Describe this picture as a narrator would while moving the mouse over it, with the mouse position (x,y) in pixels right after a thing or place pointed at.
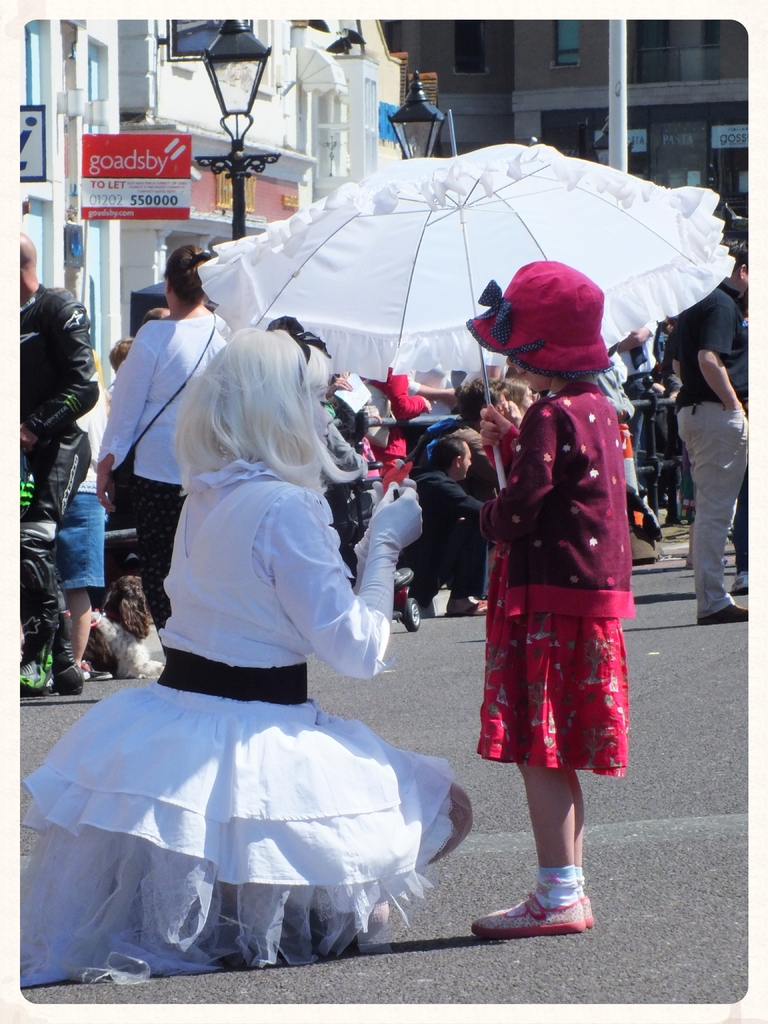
In the foreground of this picture (627,603), there is a girl (596,545) holding an umbrella (475,232) and a woman (208,629) kneel downing on the road (310,966). In the background (187,302), there are persons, poles (242,55) and building (114,91).
